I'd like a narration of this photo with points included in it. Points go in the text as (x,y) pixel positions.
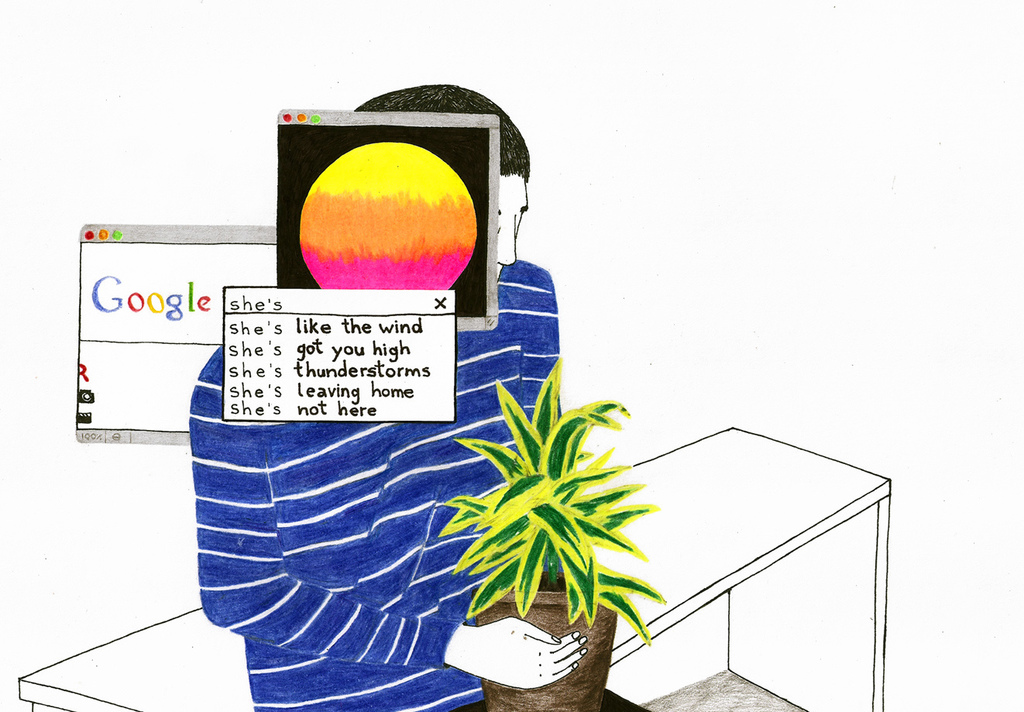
It is an animated image, a person (331,630) sitting on a table (630,564) by holding a plant (558,564) and there are three pop up windows (210,297) in front of the man's face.
